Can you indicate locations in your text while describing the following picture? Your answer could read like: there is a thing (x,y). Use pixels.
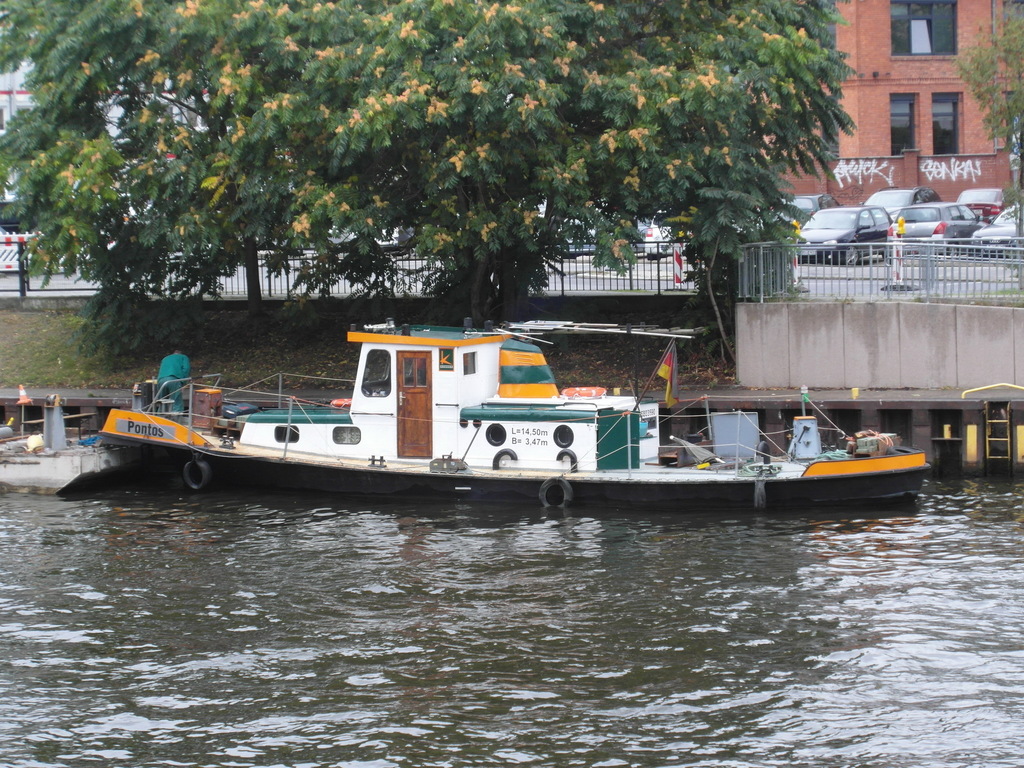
In this image I can see water (363,604) and a boat (158,483) in it. I can also a man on the boat (287,396). In the background (143,343) I can see a tree (487,248) and number of cars (819,224). I can also see building (863,74) in brown color.
